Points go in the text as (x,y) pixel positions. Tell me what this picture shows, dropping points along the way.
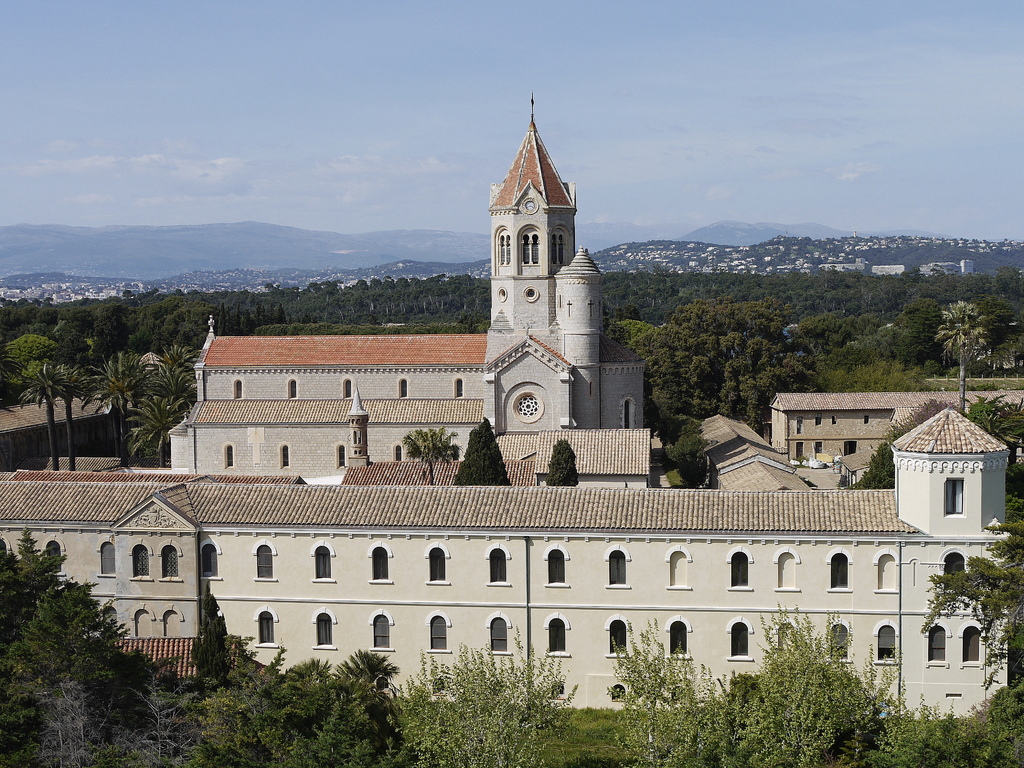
In this image in the front (143,678) there are trees (631,757). In the center (388,464) there are buildings (207,432). In the background (164,333) there are trees (740,319), buildings (85,294), and there are mountains (762,232) and the sky (321,133) is cloudy.
